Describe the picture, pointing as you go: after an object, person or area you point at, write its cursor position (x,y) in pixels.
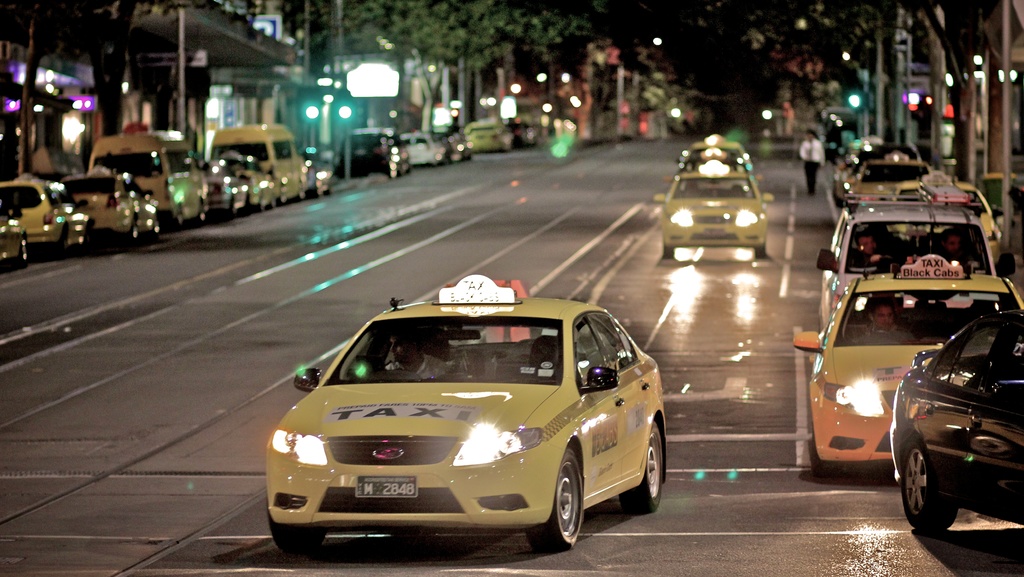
In this picture we can see few vehicles (872,273) on the road (712,371), in the background (330,130) we can find few buildings (254,59), hoardings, poles (327,122), lights (444,116) and trees (454,3), on the right side of the image (811,161) we can see a person (811,175) is walking on the road (811,237).
